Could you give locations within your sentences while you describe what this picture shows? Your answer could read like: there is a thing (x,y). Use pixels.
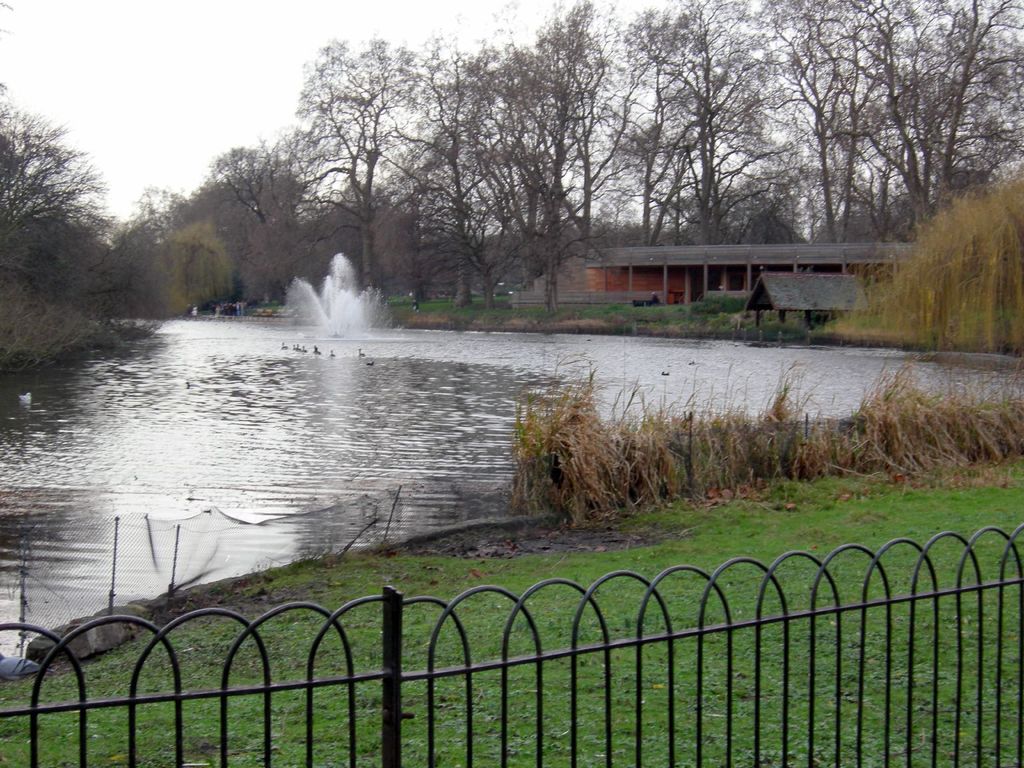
In this image at the bottom (852,680) there is grass (690,663) and fence (812,663), in the background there is small pond (609,365), houses (720,275) and some trees (292,211). At the top of the image (173,142) there is sky (166,175).
